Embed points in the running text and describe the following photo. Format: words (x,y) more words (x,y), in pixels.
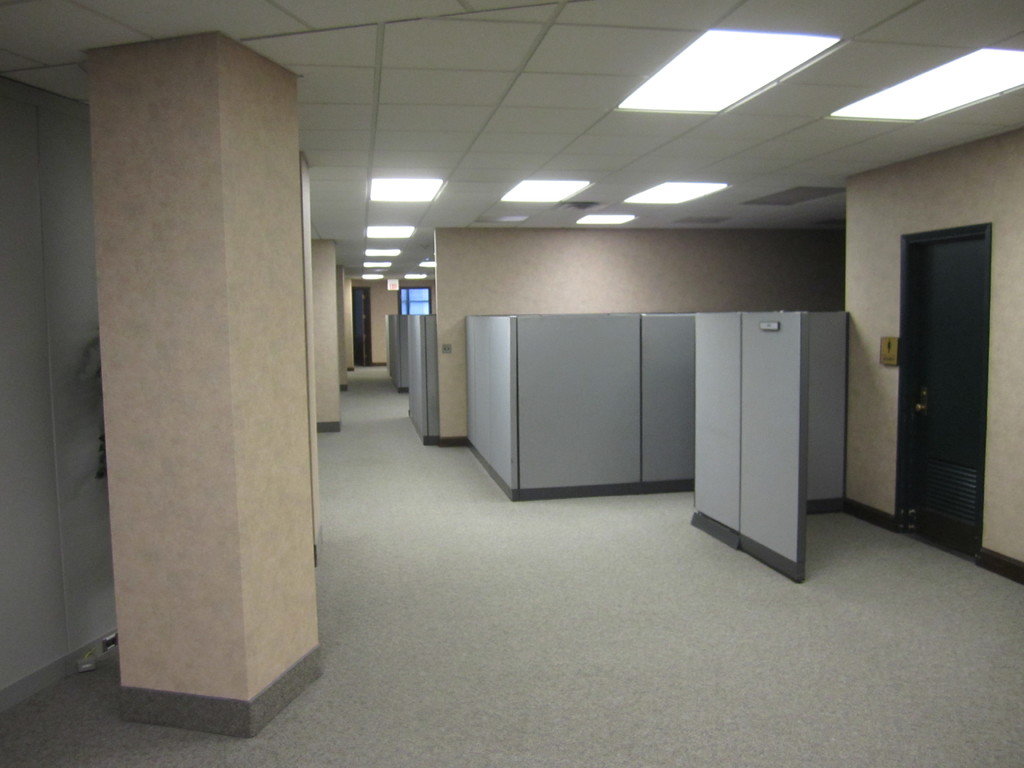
In the center of the image (549,331) there is a wall (542,269), door (933,344), pillars (123,358), lights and a few other objects (815,362).
